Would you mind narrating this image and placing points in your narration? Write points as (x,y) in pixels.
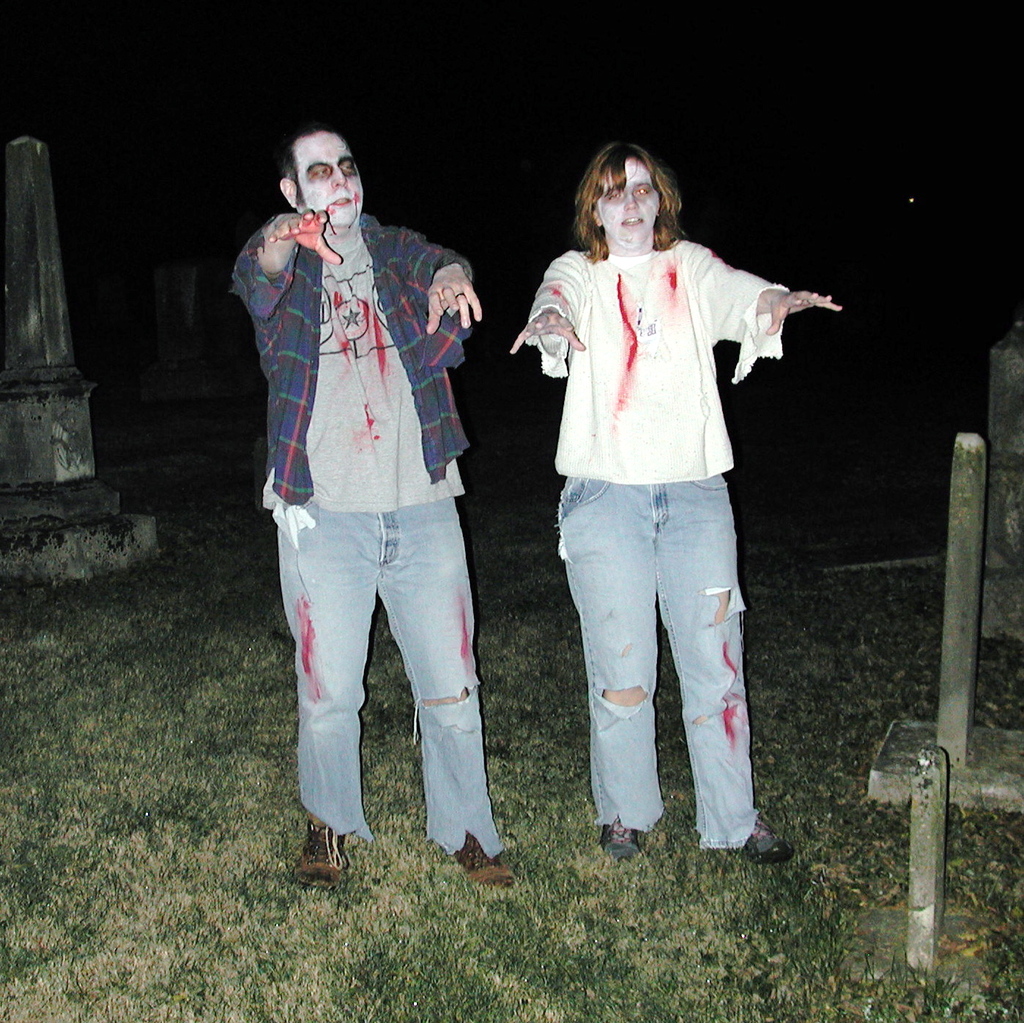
In this image I can see grass ground (504,671) and on it I can see two persons (379,409) are standing. I can see both of them are wearing jeans (745,841), shoes (763,846) and on their faces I can see face paintings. In the background (979,218) I can see few tombstones (1011,779) and I can see black colour in the background (90,113).
